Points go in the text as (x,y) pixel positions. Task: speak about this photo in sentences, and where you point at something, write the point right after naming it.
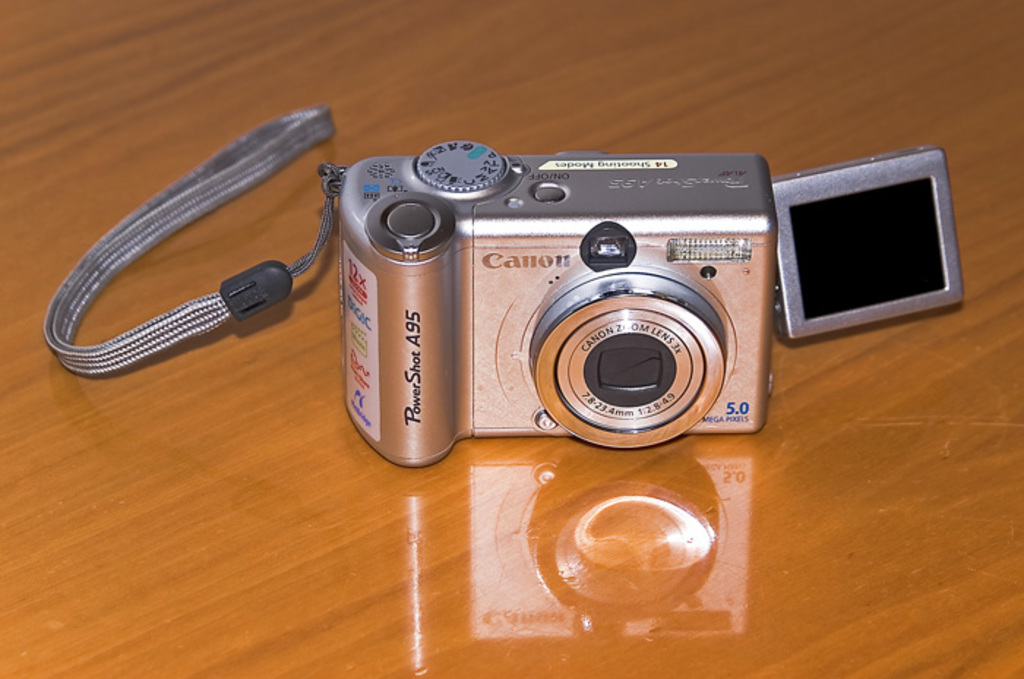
In the image there is a digital camera (486,268) on a wooden table (324,379).
